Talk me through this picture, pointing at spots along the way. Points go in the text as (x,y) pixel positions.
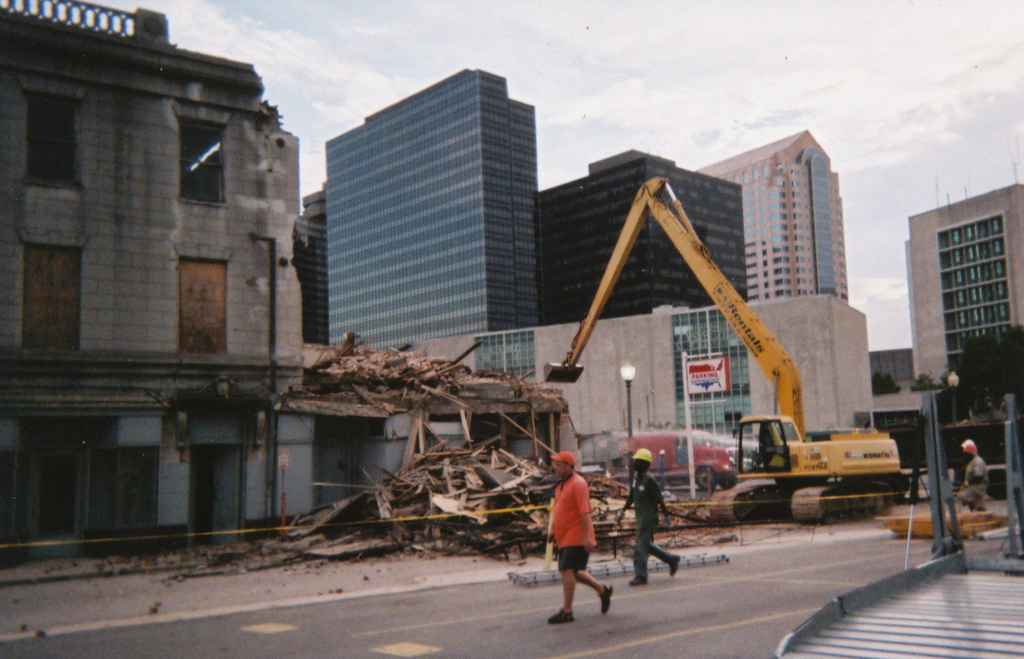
In this picture I can see group of people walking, there are vehicles (565,379), poles (935,399), lights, there are buildings (679,382) and there is a collapsed building (462,368), there are trees (962,392), and in the background (663,138) there is sky (682,51).
